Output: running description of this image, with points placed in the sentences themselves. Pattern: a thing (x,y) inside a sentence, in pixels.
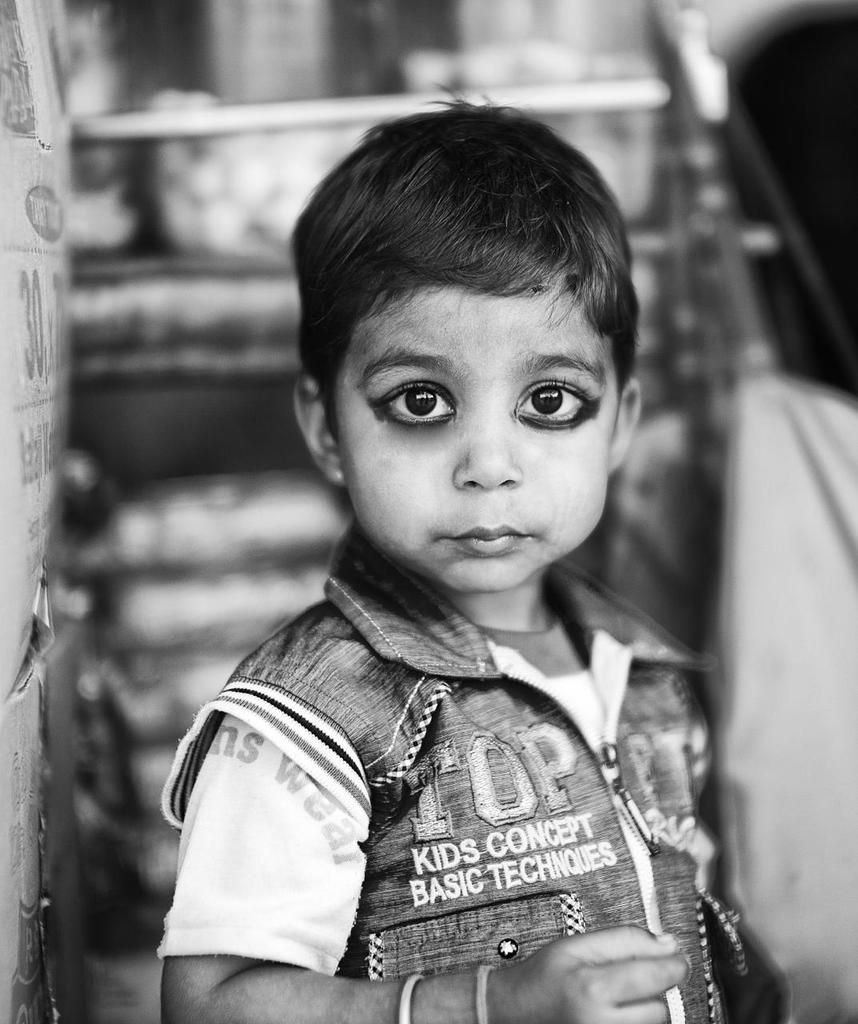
In this picture i can see a boy (403,682) and the background of the picture (815,466) is blurred. This picture is black and white in color.
